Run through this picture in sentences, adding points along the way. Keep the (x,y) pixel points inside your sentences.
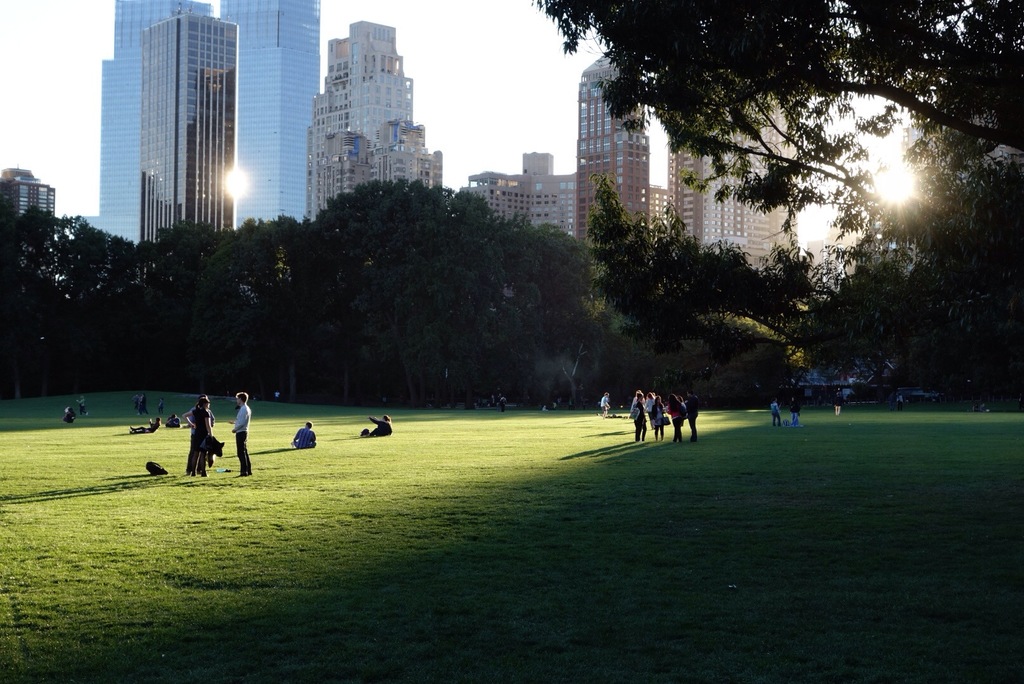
In this picture there are people (378,432) in the image, some are standing and sitting on the grassland (683,476) and there are trees (493,288) and skyscrapers (248,196) in the background area of the image (579,129).
